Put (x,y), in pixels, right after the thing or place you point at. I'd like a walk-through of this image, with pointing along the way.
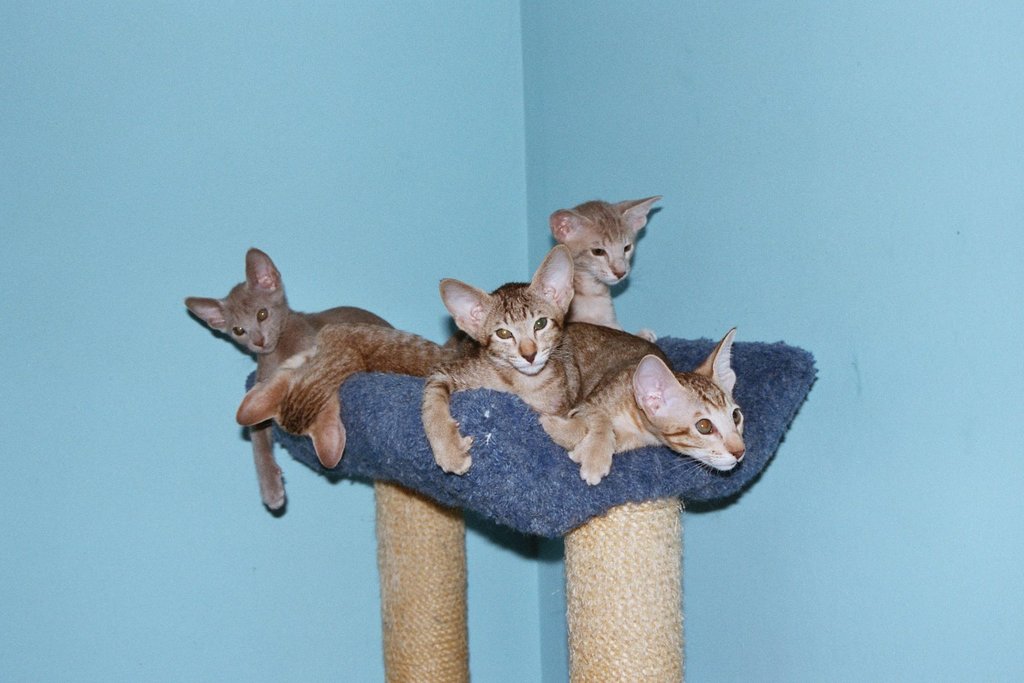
In this picture we can see poles (617,527) and a group of cats (488,371) on a cloth (765,380) and in the background (403,92) we can see walls (576,168).
